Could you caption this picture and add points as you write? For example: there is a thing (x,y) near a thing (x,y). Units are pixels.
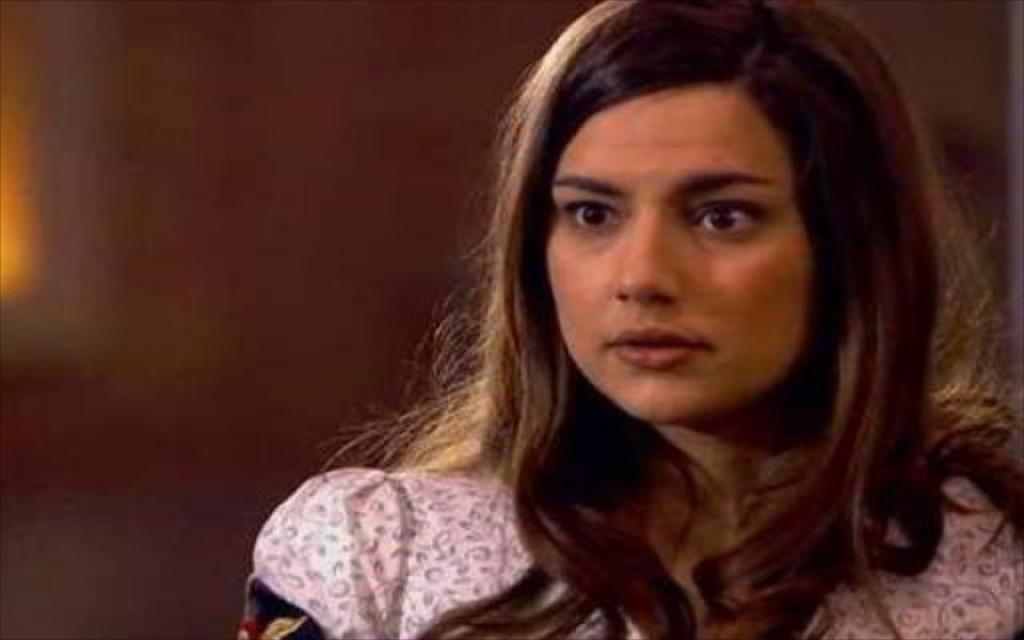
There is a woman (828,29). On the background (346,227) we can see wall (348,203).
